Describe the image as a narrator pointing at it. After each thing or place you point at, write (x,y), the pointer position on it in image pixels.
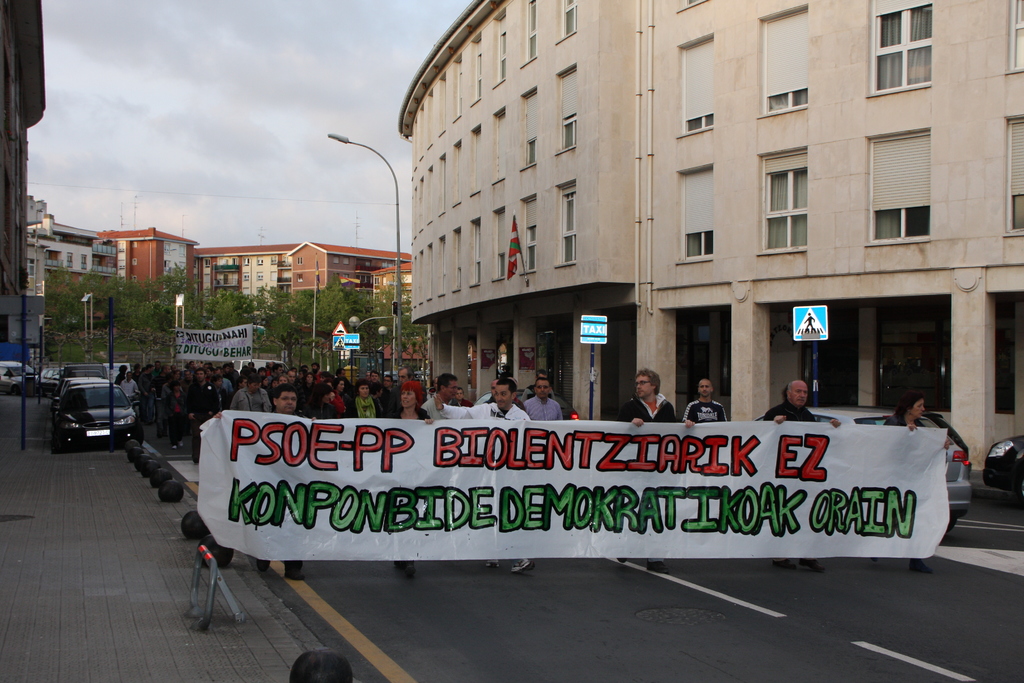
In this image there are group of people (382,412) walking along with banner (908,547), beside them there are buildings (970,407) and trees (96,308).
